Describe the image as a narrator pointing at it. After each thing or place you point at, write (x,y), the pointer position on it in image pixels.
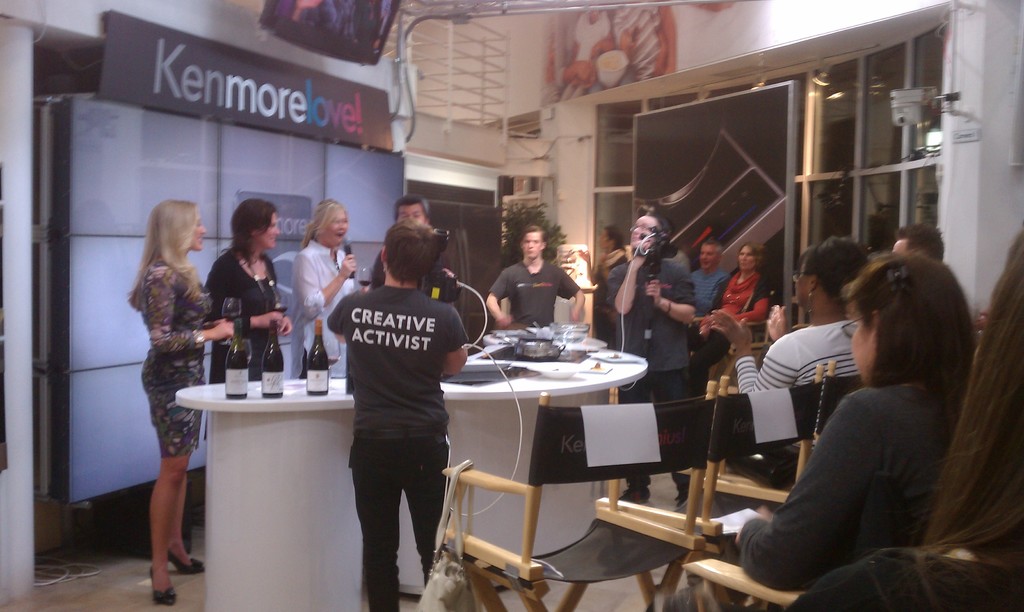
This persons (155,276) are standing. This person (682,327) is holding a camera (651,268). On this table (343,382) there are bottles (273,386) and container (549,351). This persons (745,345) are sitting on chair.
